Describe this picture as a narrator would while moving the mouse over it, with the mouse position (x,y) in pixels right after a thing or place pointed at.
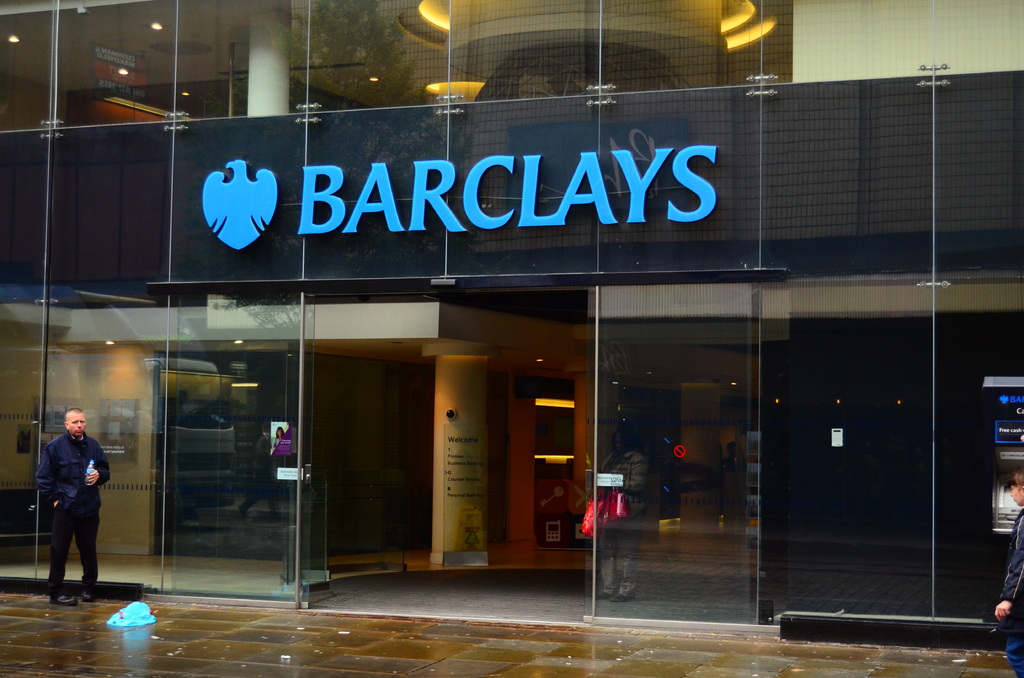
At the bottom (247,648), I can see the floor (80,618). On the left side (68,463) there is a man (63,484) holding a bottle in the hand (92,480) and standing. This is a building (412,117). Here I can see the glass (253,341) through which we can see the inside view of a building (202,405). There are few blue colored letter blocks (596,189) attached to the glass (727,130). On the right side (1012,557) there is a person (1007,597) walking on the floor (951,652). Inside the building (629,432) there is a person (641,468) holding a bag (607,512) in the hand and standing. At the top of the image (278,72) there is a pillar (260,63) and few lights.
